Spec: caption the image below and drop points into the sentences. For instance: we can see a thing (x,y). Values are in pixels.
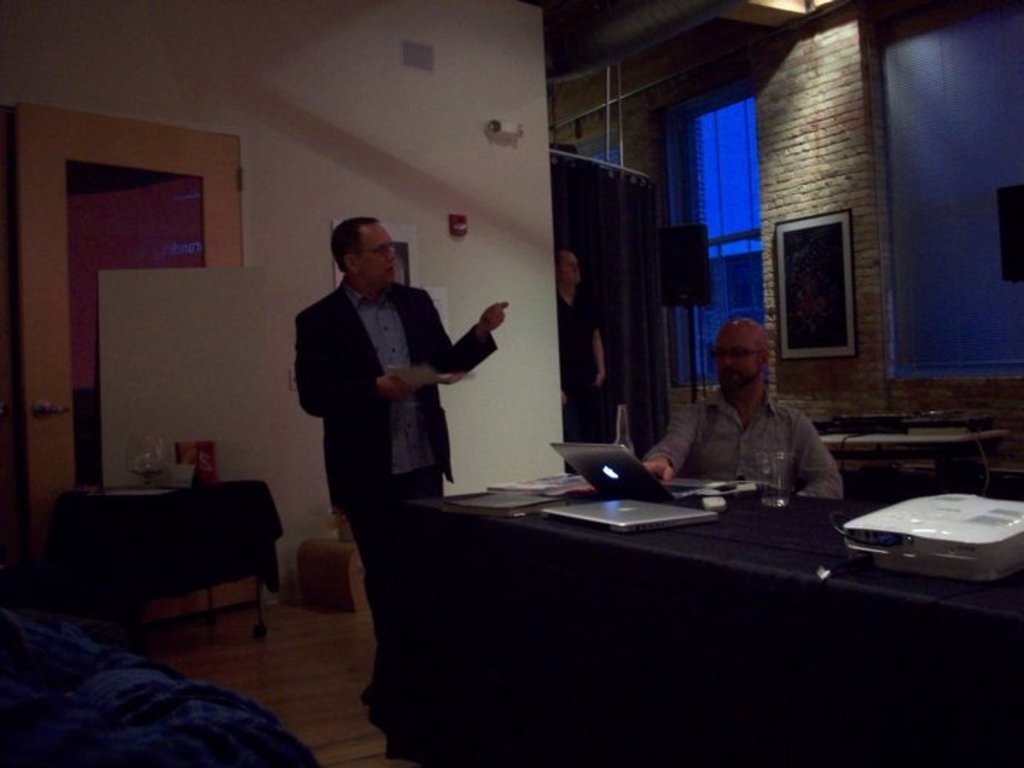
These two persons (565,384) standing. This person (706,453) sitting. We can see table (722,616). On the table (661,535) we can see laptops (587,470), book (581,483), projector (927,507). On the background (809,71) we can see wall (118,62), glass window (696,206), frame (784,245). This is floor (300,675).
